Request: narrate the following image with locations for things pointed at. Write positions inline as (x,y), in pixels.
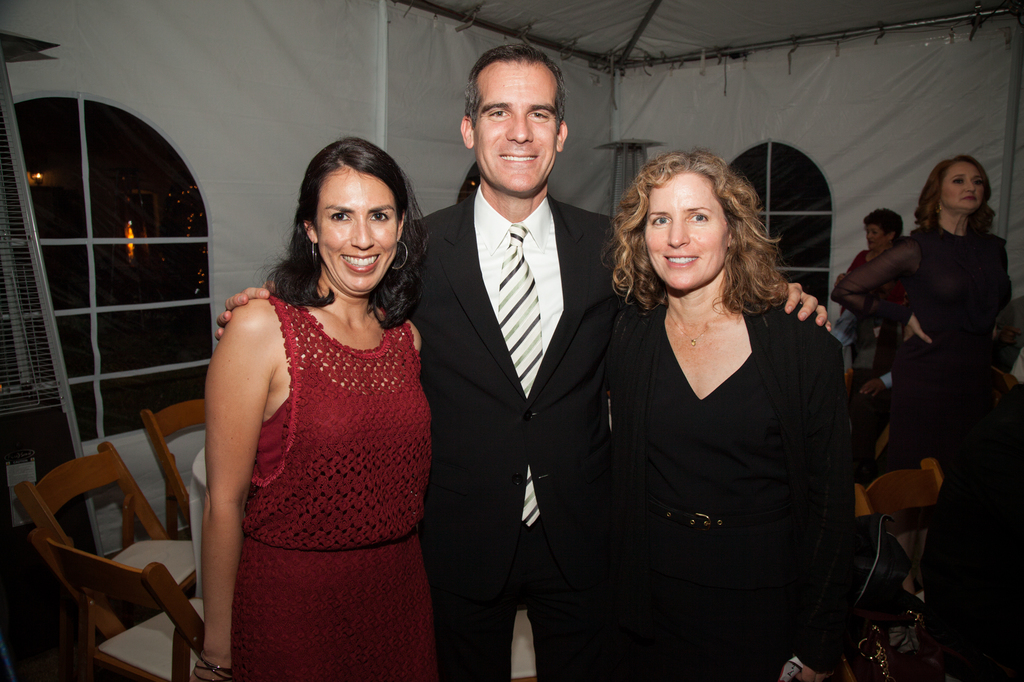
In the picture we can see two women (797,590) and a man (450,253) standing and smiling and a man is wearing a blazer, tie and shirt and two women (226,589) are wearing red and black dresses (333,547) and in the background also we can see some people (960,236) standing and we can also see some chairs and a table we can see a curtain wall (1002,111) with windows (87,109) under the tent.
